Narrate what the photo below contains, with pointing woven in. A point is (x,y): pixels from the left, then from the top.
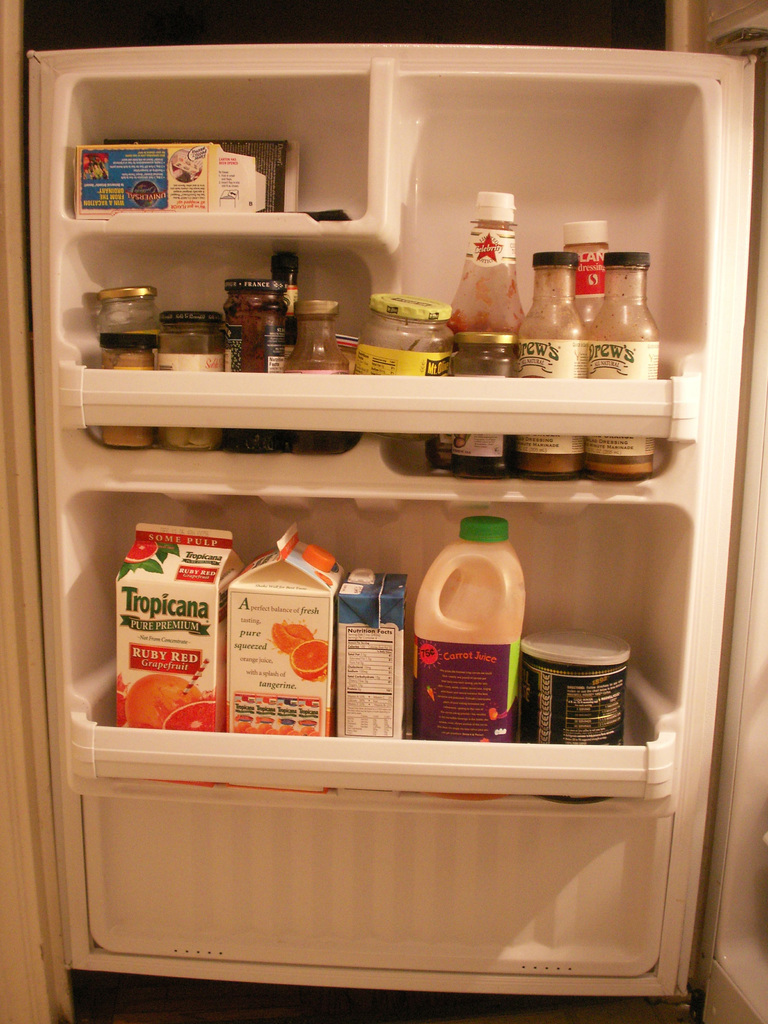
This is an inner view of a refrigerator (529,940) with bottles (604,473) and fruit juices (123,601).
